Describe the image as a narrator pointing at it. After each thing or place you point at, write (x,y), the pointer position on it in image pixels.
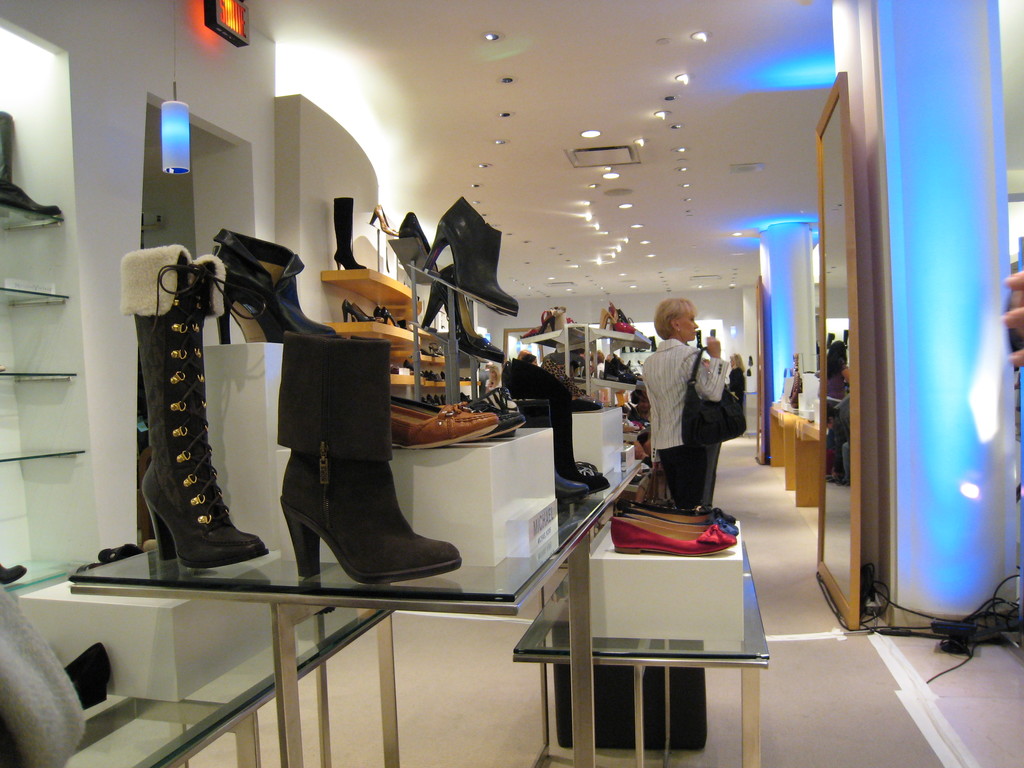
This a foot wear shop (763,485) and in this there is a table (489,576) on that some shoe (156,477) are placed and there is a yellow color rack (376,275) on that there are shoes (347,216) and a woman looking in the mirror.
